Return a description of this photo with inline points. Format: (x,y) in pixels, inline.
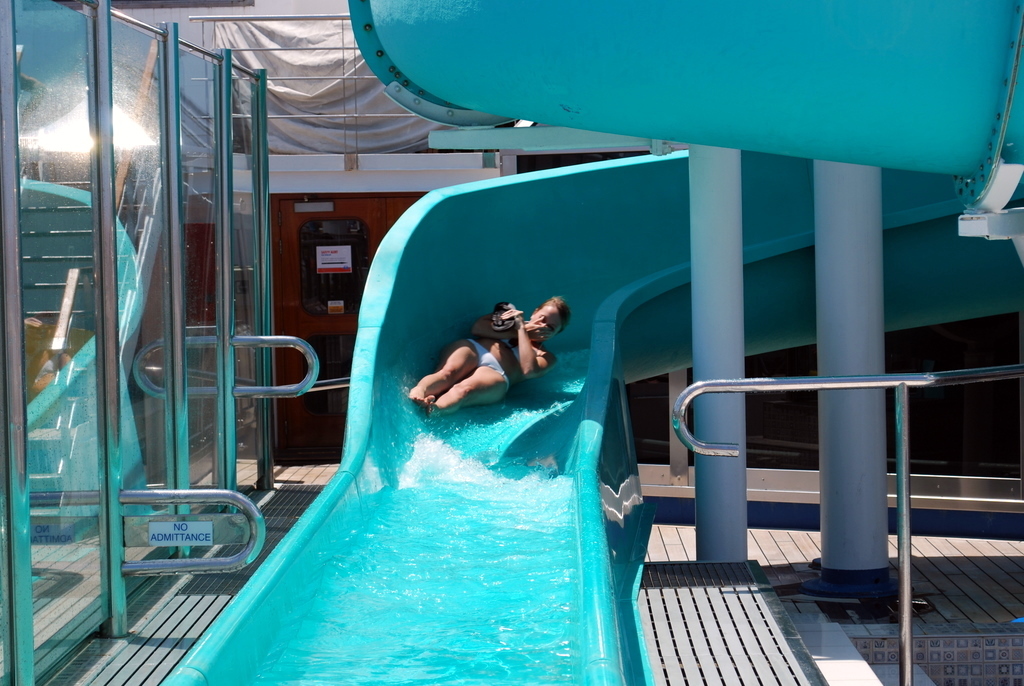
In this picture we can see a woman (460,379) is sliding on the water slides (422,349). On the right side of the woman (522,349) there are pillars (833,319) and on the left side of the woman (416,399) there are glass windows (134,306) and other items (315,272).
